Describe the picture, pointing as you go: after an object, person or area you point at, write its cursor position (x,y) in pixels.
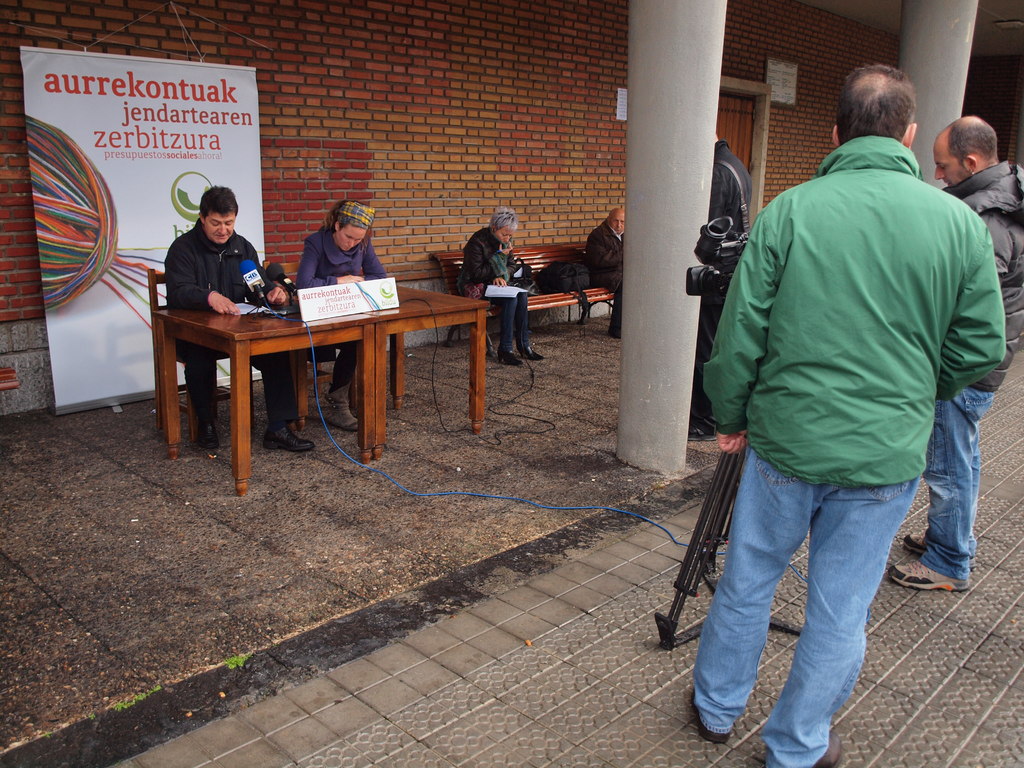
In this image there are group of persons (280,434) sitting on chairs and there are microphones (263,301) in front of them and at the right side of the image (823,326) there are two persons (880,374) who are standing.
